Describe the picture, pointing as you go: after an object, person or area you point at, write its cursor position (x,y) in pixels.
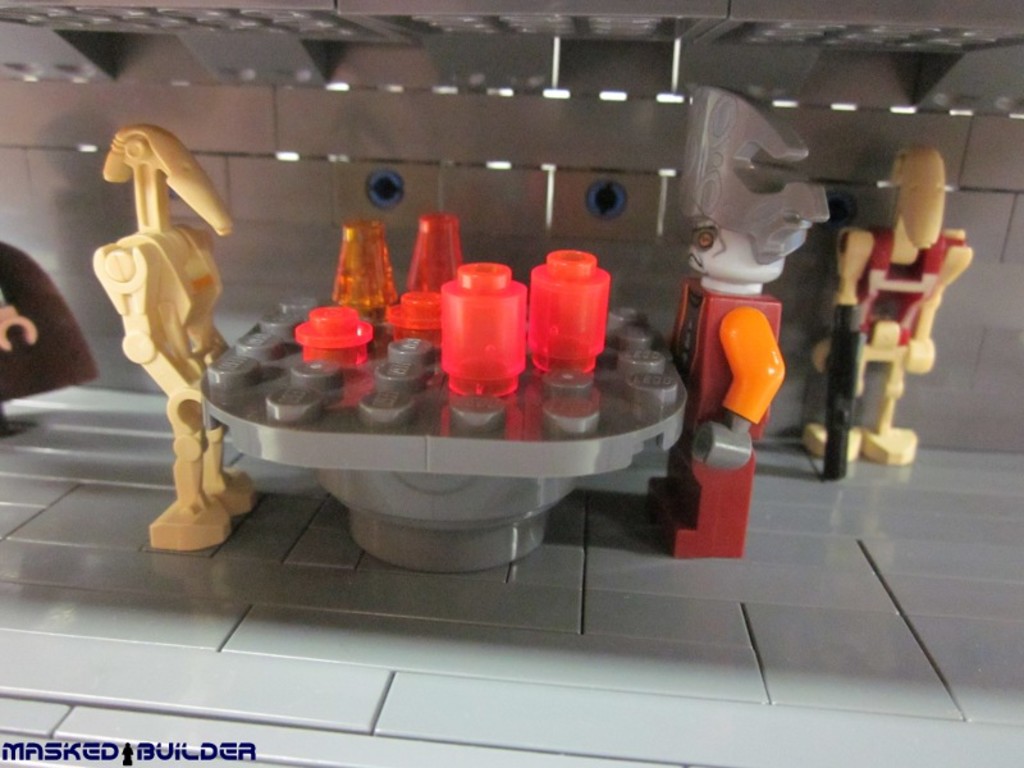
In this image, we can see some toys (523,414). There is a text (176,756) in the bottom left of the image (40,753).
